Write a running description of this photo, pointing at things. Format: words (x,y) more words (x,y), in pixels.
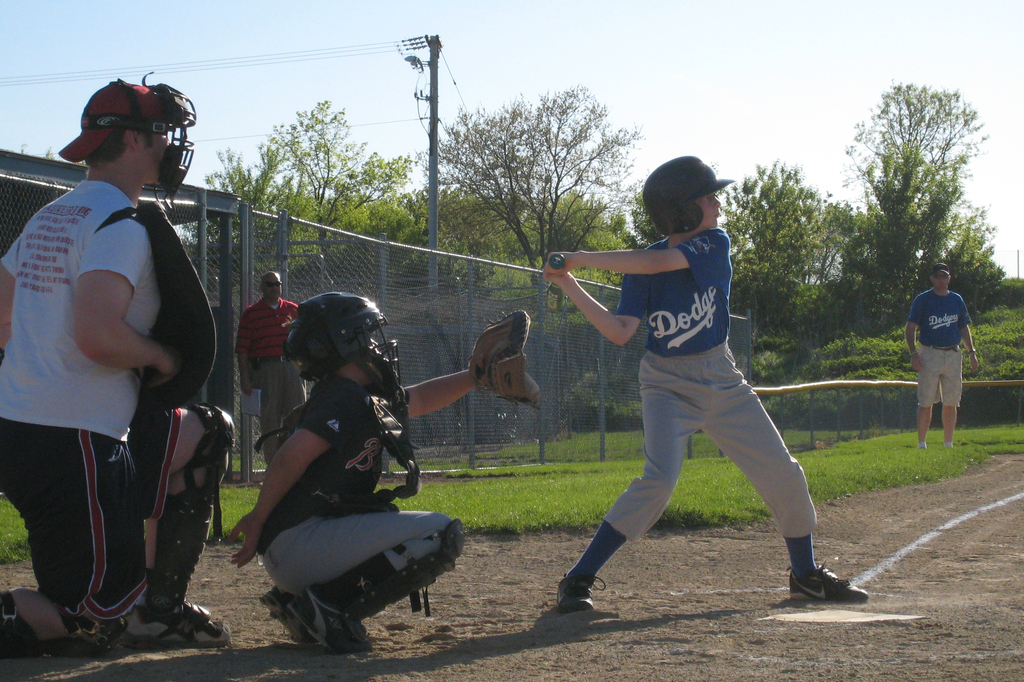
In this picture there is a small boy (723,391) wearing blue t-shirt (656,330), grey pant (723,391) and playing the baseball game. Behind there is a another (363,420) sitting on the ground (386,615) wearing black helmet (364,362) and trying to catch the ball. Behind there is a fencing grill (507,291) and some trees (586,244). In the background (424,39) there is a electric pole (437,109) and cables (457,87).
